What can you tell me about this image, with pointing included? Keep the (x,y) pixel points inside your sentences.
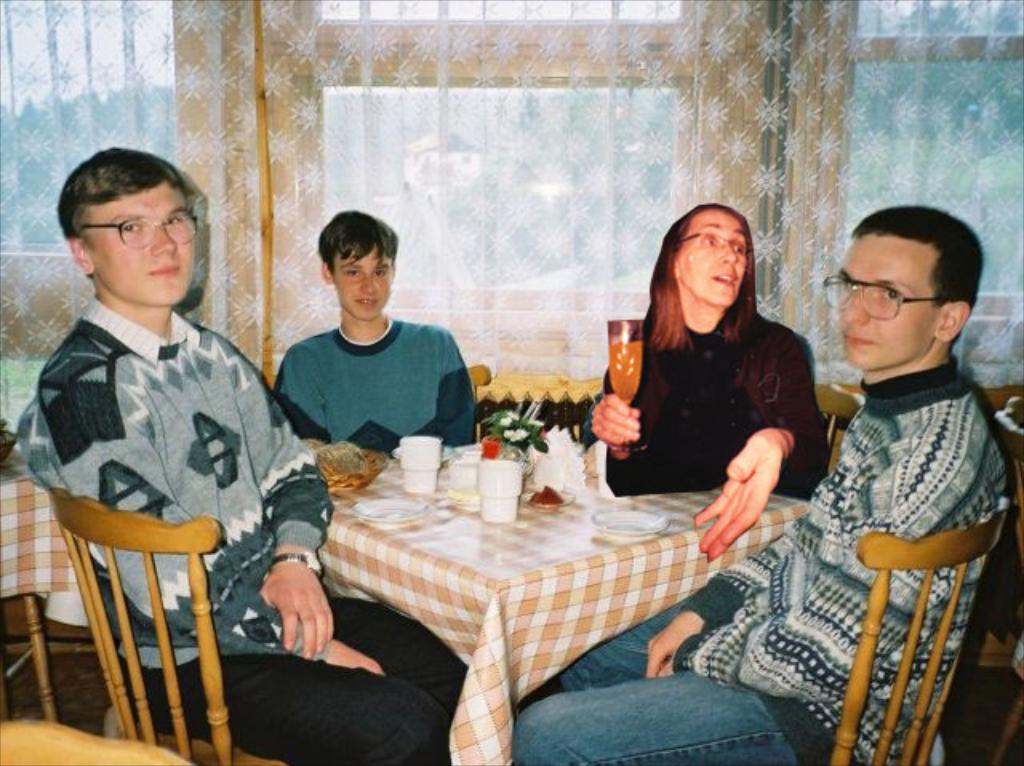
in this picture there are four people (735,260) sitting on the table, there are cups (433,470), flowers (514,445), tissue papers (570,452) located on the table (510,550). The lady (648,377) is holding a glass (631,347) filled with juice (633,363). In the background (544,330) there is a curtain (413,110) and glass windows (496,40) surmounted onto the wall (291,21).
